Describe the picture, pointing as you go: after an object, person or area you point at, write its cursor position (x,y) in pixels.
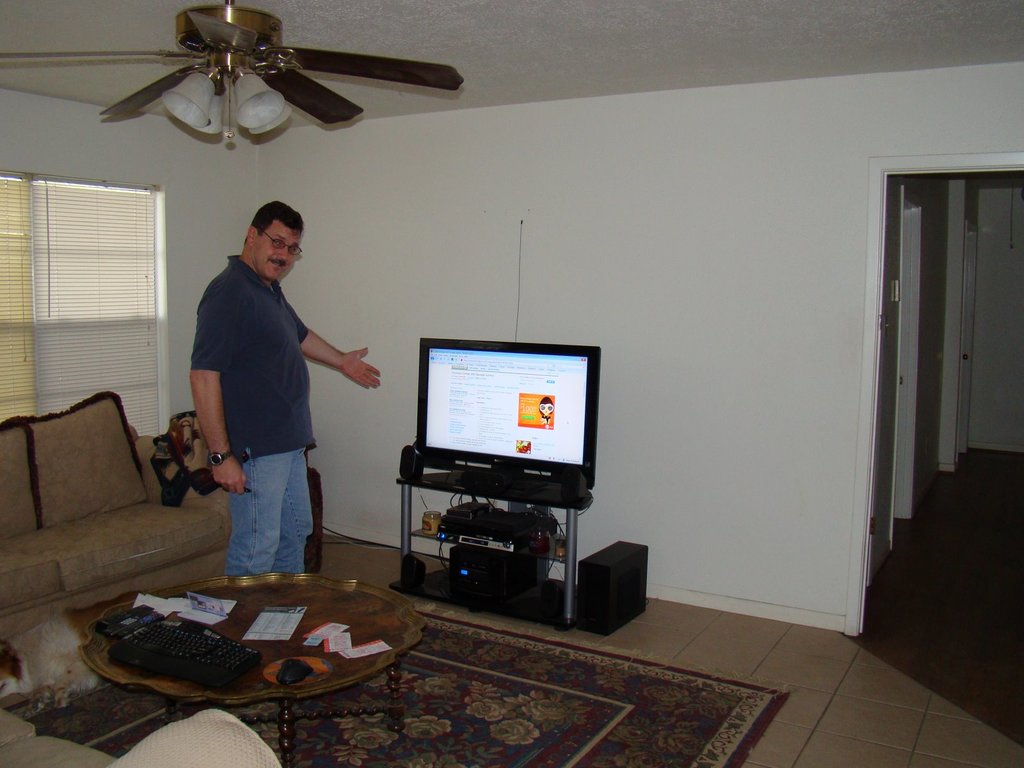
This is an image clicked inside the room (184,357). Here I can see a man (259,445) standing and pointing out to the monitor (500,398). On the left side (83,284) there is a window (79,343) and a couch (141,515). On the bottom of the image (340,673) there is a table (242,624) on which keyboard (254,665) and few papers (299,618) are placed. On the right side of the image (898,400) there is a door (903,377).
